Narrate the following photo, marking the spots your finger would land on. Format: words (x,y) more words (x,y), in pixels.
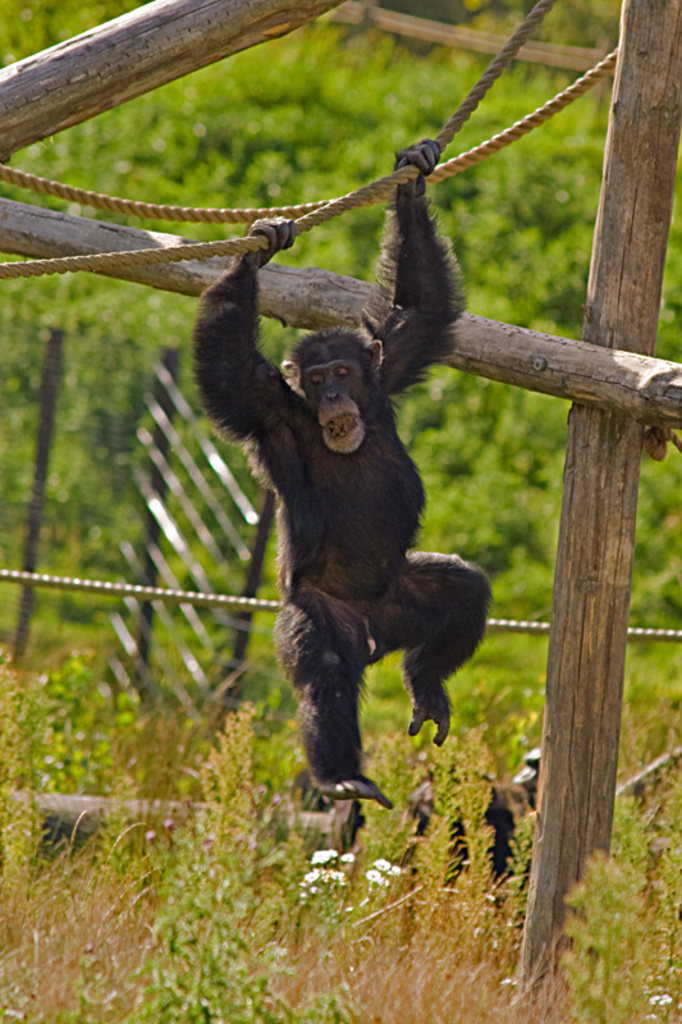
In this image in the front (365,896) there is grass (375,883) on the ground (367,892) and there is an animal (243,268) hanging on the rope (67,260), there is a wooden stand (586,626). In the background (319,234) there are trees (183,230) and there is an object (459,809) which is black in colour and there are wooden poles (40,480).
